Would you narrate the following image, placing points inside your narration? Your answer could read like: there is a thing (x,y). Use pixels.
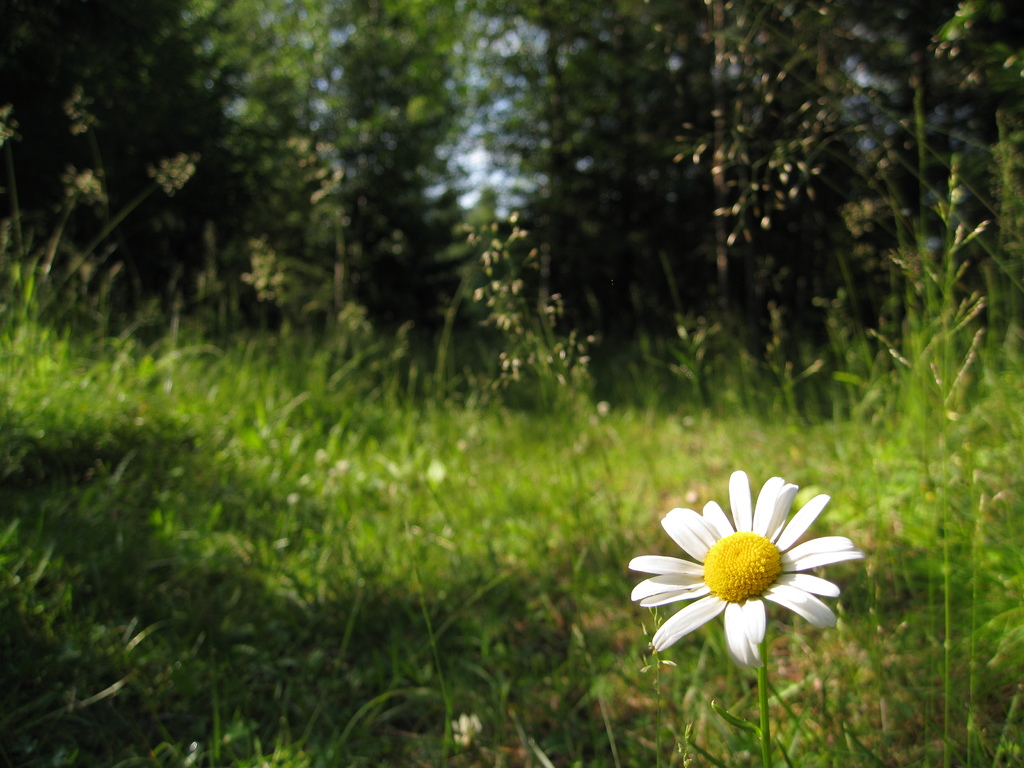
In this image we can see land (249,579) full of grass (307,591). Behind trees (724,200) are present. Bottom right of the image (759,543) one white color flower (753,601) is present.
